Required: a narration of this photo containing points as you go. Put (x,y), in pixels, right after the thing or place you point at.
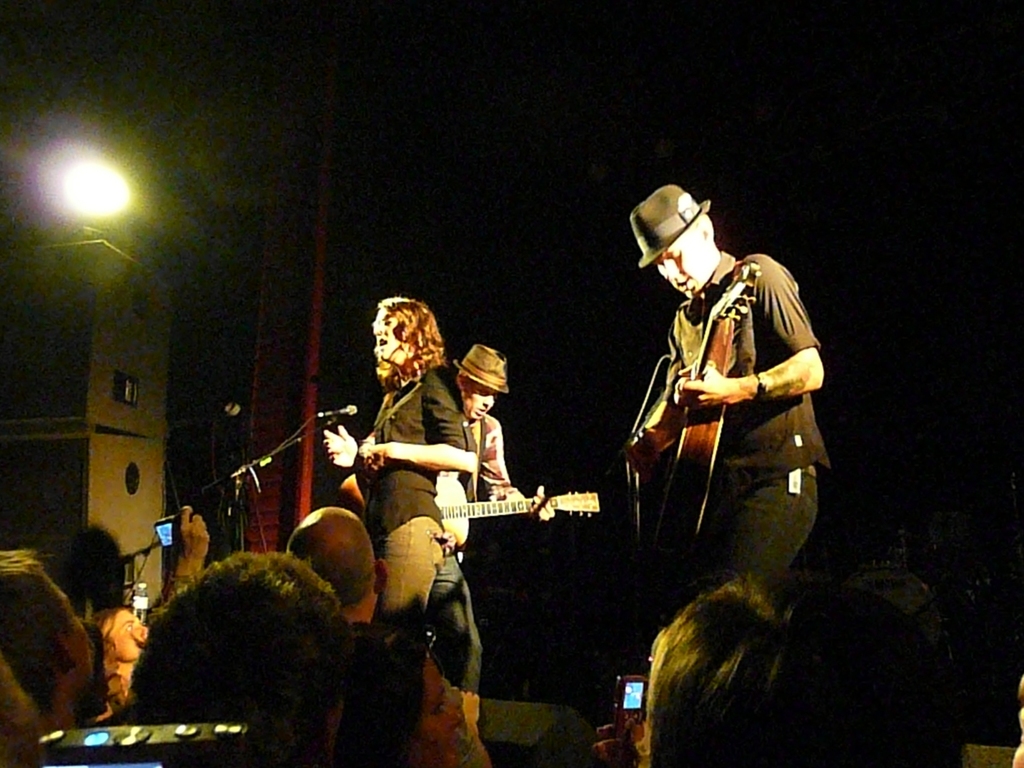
The picture is taken on the stage (528,599) where three people (467,603) are performing and standing and at the right corner (698,274) in the picture a man (755,467) in black dress (756,368) is wearing a hat (663,231) and playing guitar (680,430) and at the left corner (104,443) there is a box (101,457) and light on and in front of him there is a crowd (367,605) holding phones (158,543) in their hands (630,745).
